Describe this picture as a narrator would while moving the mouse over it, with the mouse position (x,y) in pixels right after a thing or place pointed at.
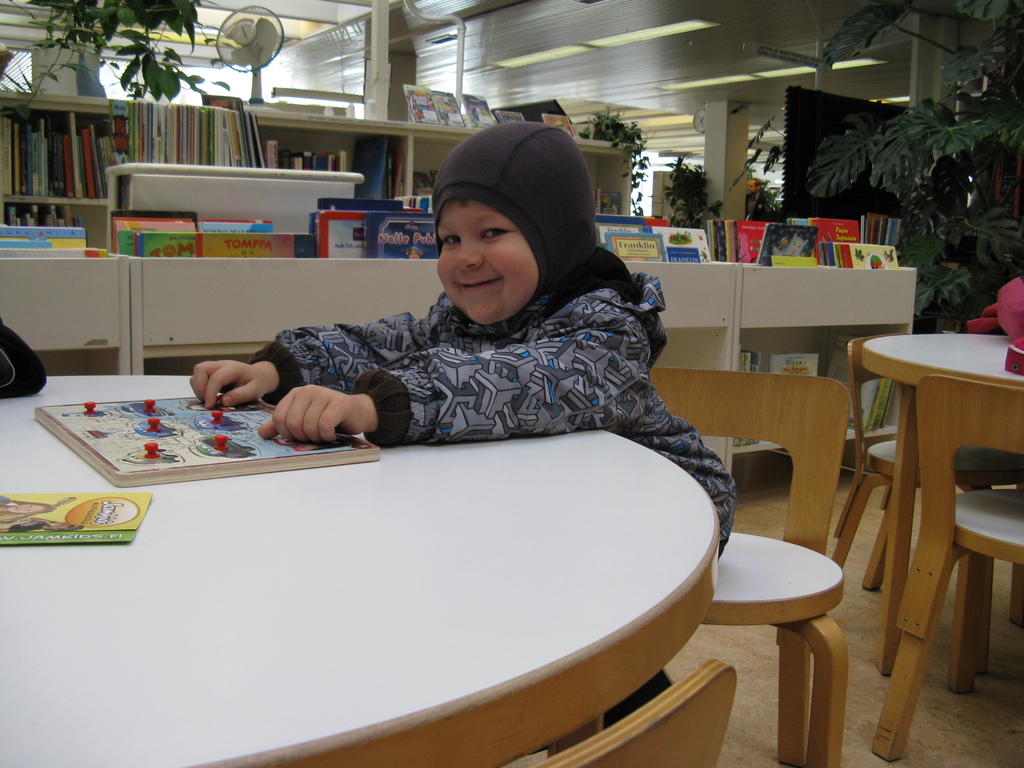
In this picture we can see a child (553,371) wore cap (455,156) sitting on chair (736,568) and smiling and in front of him there is table (235,559) and on table (33,477) we can see board (128,457), card (91,501) and in background (44,128) we can see racks (143,182) books (377,186) in it, table fan (248,24), tree (164,9), pillar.
